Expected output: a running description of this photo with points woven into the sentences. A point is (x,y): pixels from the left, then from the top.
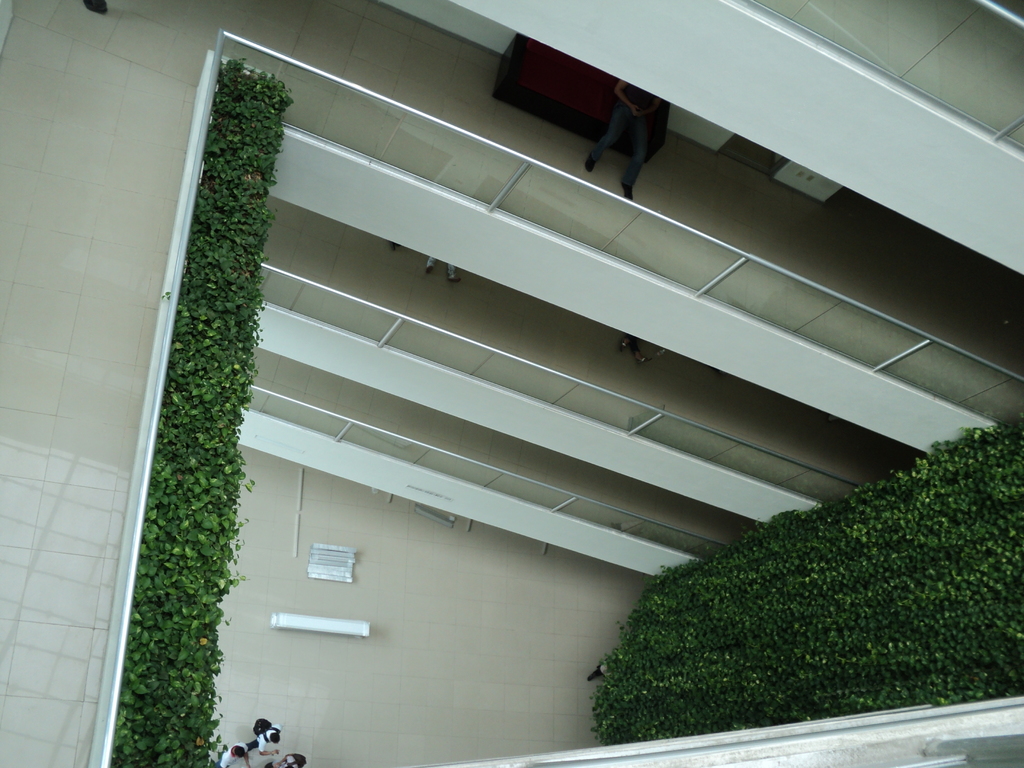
In this picture, we can see a person (601,141) is sitting on a couch (592,114) and in the ground floor (238,735) there are some people (269,739) are standing, decorative trees (932,557) and other items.
